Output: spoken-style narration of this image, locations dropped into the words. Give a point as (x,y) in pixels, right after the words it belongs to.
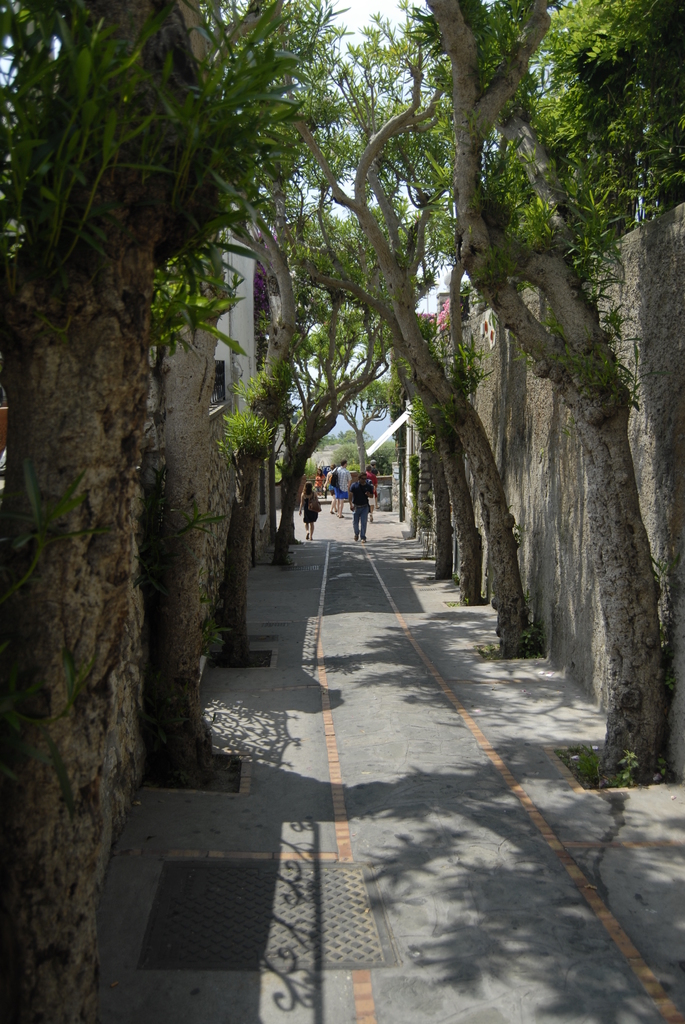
In the center of the image (352,499) we can see persons (337,499) on the road (386,517). On the right (517,374) and left side of the image (104,475) we can see buildings (244,351), wall (563,473) and trees (611,524). In the background (336,462) we can see trees (342,442) and sky (355,409).
